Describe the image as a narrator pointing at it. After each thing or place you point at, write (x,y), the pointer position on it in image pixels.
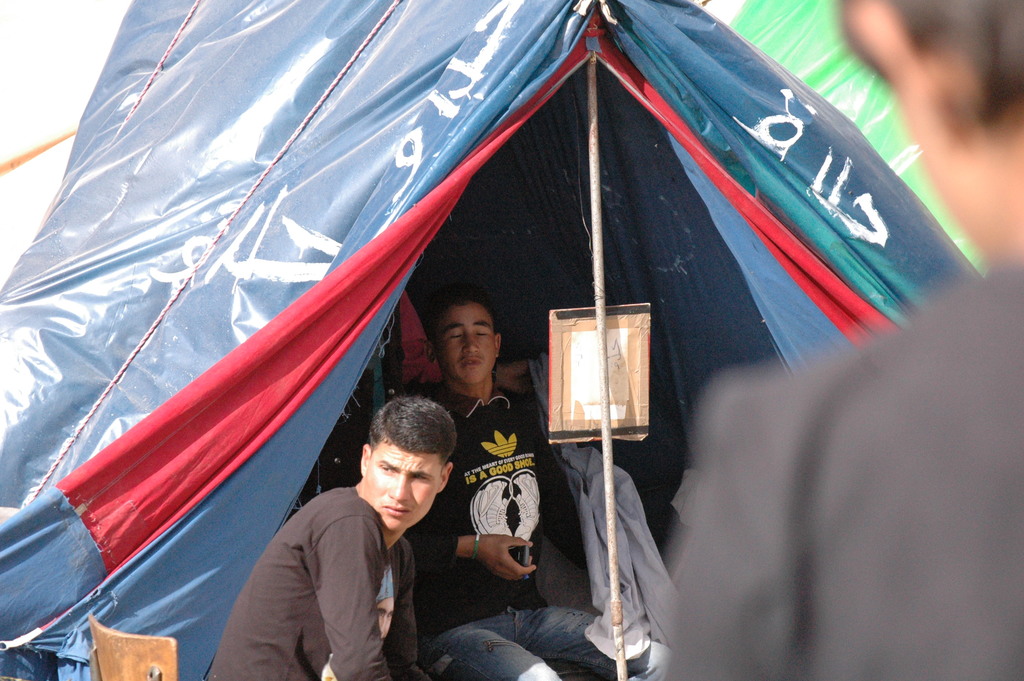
In this image there is a tent (348,129), and in the tent (363,165) there are some people (463,395). And in the center (555,344) there is a pole (600,361) and some board (620,343), and on the right side (891,411) there is another person (871,364) is visible. And in the background (841,88) there is another tent (770,23), and at the bottom (146,652) there is a chair (130,648).
